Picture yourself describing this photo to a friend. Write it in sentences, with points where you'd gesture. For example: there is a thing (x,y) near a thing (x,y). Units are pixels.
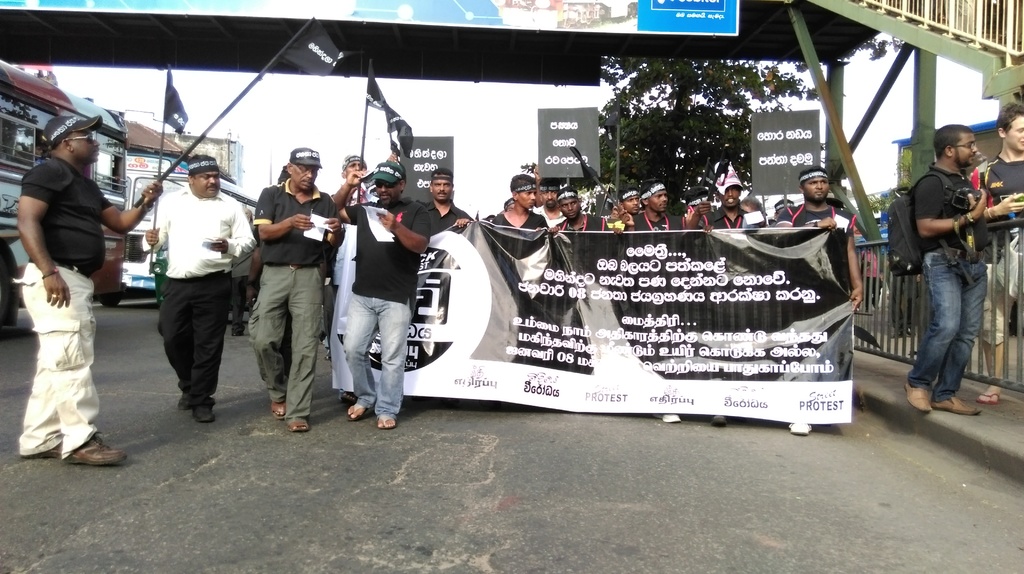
In the picture I can see some people (408,293) are walking on the road (606,423) and they are holding, boards (685,301), beside we can see some vehicles (11,224) are moving on the road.
